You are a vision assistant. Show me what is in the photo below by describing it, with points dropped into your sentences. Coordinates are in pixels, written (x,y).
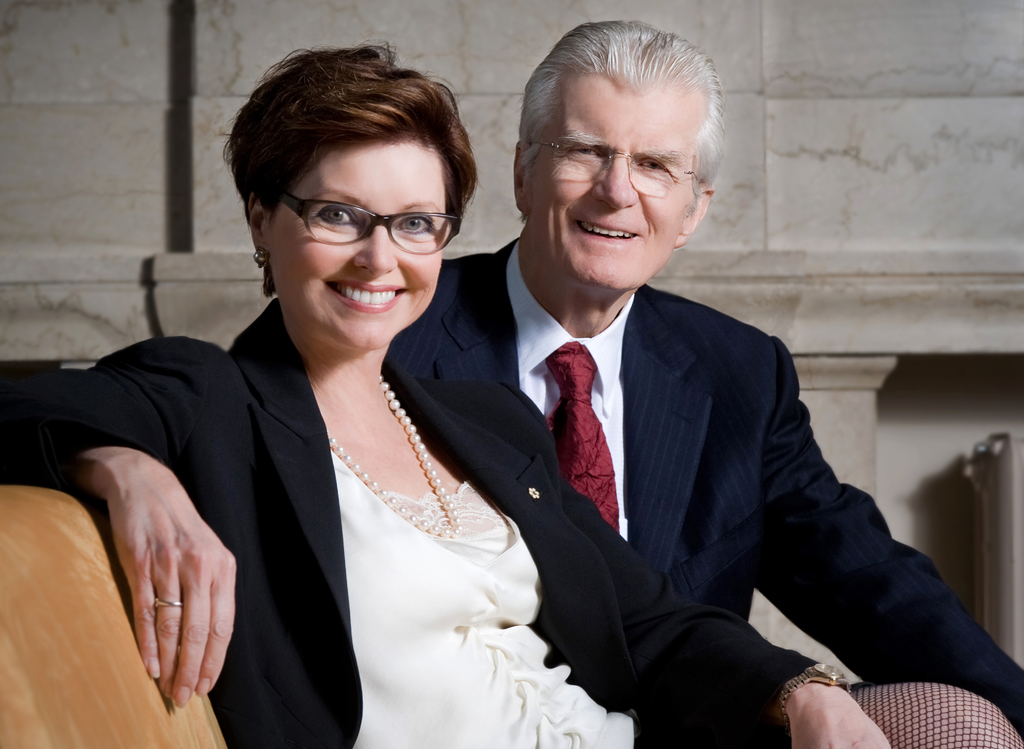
In this image we can see a man (598,471) and a woman (477,532) sitting on a sofa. On the backside (859,236) we can see a wall (736,265).
